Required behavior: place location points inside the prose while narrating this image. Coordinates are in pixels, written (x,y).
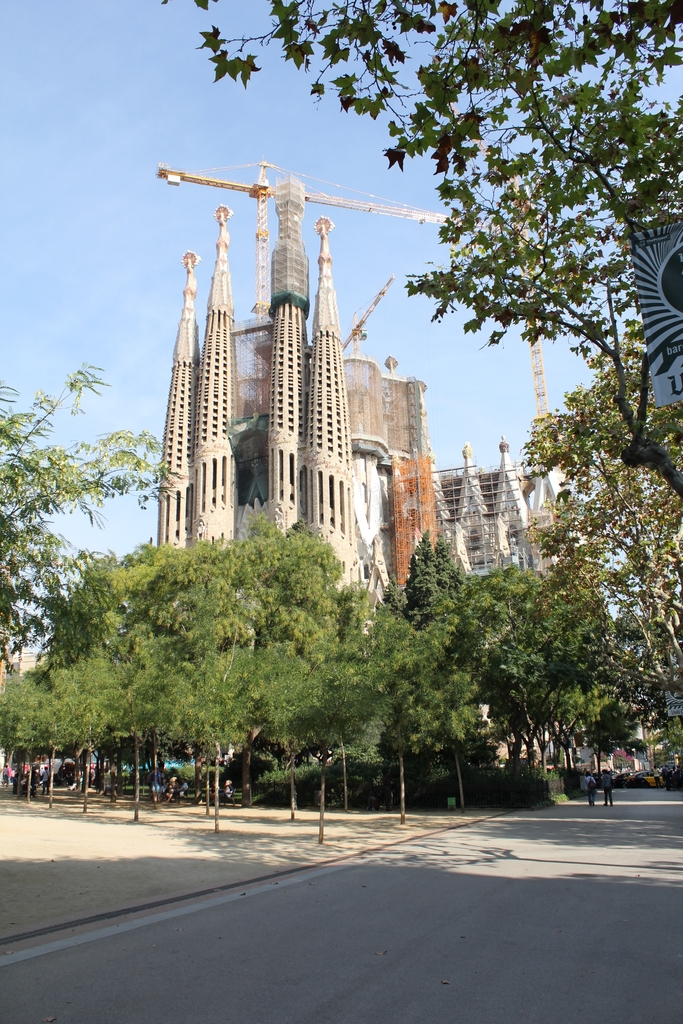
In the image, there is a big building's construction (382,467) is going on and there is a huge crane (191,176) and around the building (459,534) there are a lot of trees (452,655).
